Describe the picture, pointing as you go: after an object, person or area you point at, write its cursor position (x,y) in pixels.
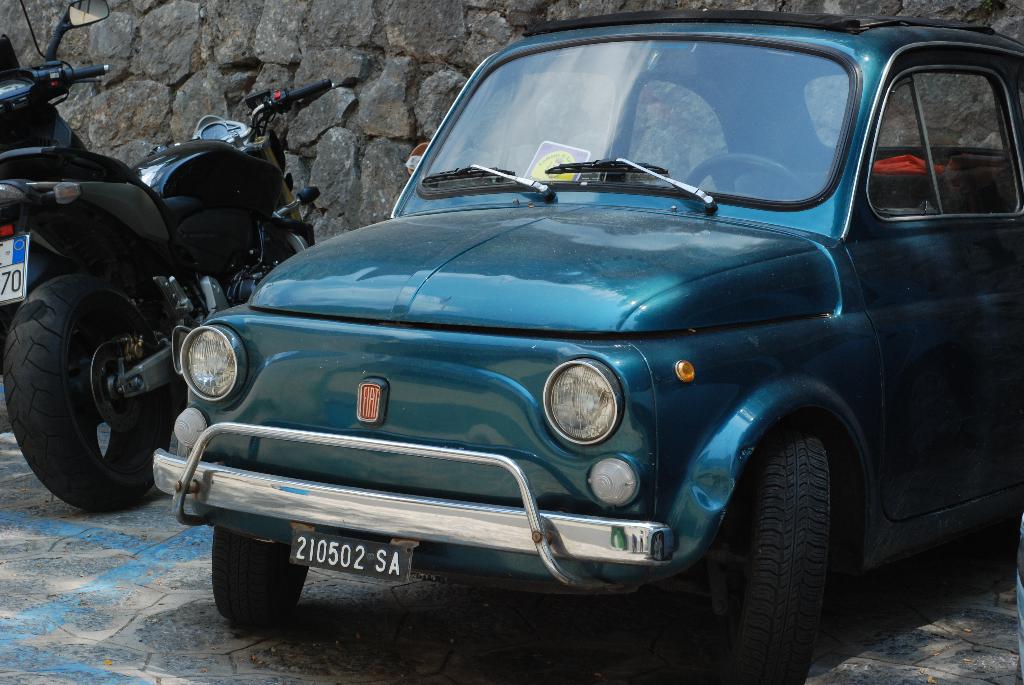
This image is taken outdoors. In the background (323,95) there is a wall (425,51). At the bottom of the image (900,589) there is a floor (120,612). On the left side of the image (108,217) two bikes (86,337) are parked on the floor (139,644). On the right side of the image (860,286) a car (590,458) is parked on the floor (837,654).
